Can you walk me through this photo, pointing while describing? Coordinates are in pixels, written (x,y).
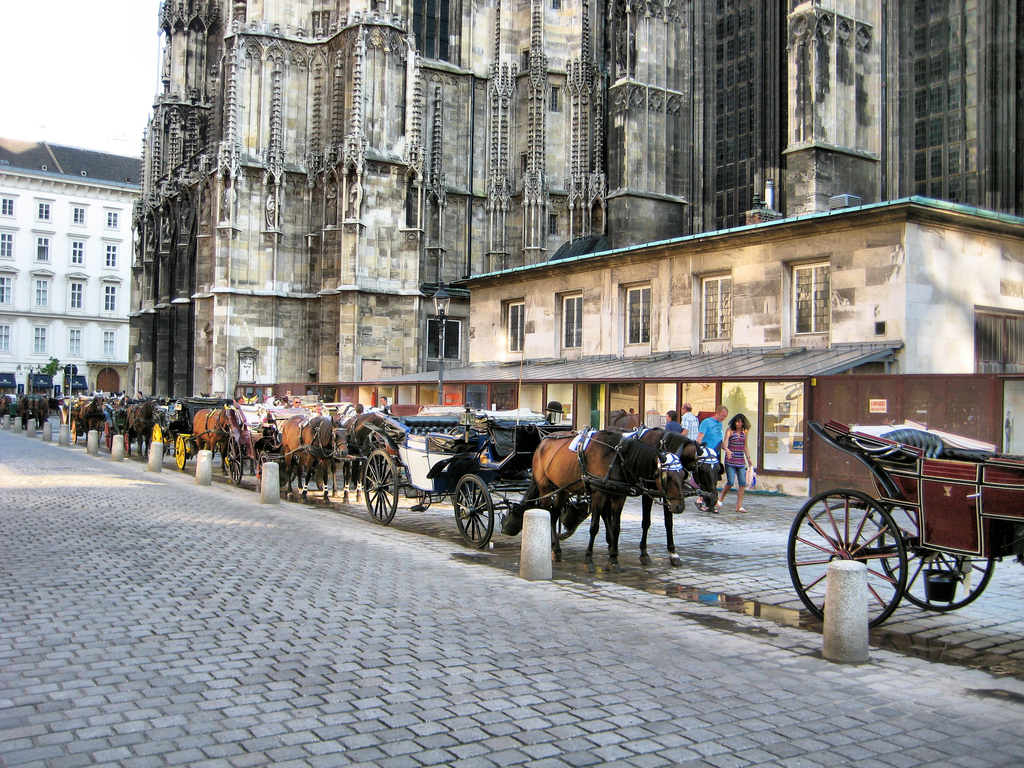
In this image we can see some horse carts (347,460) and there are few people (697,419) in the street (720,669) and we can see some buildings (714,360).
